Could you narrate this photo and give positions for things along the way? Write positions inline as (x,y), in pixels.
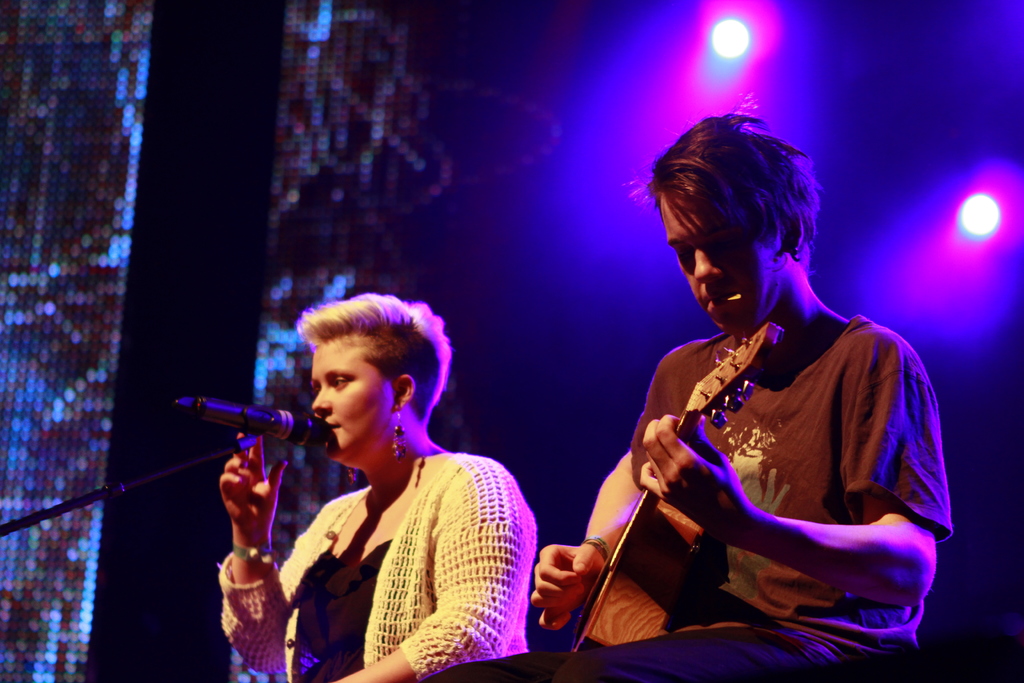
In this image we can see two persons (690,464). On the right side (803,448) the man (731,490) is playing a guitar (645,585) and on the left side (341,460) the woman (468,523) is singing in the mic (263,427) at the background (608,215) we can see a light (733,28).
